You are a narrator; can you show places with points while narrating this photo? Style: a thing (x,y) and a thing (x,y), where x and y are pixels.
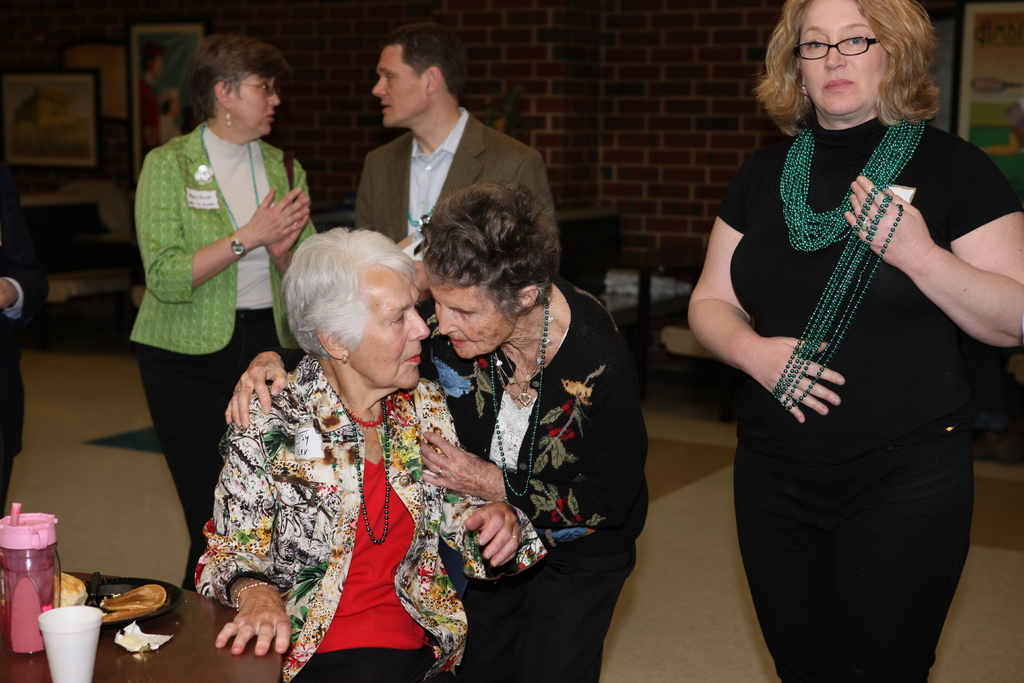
In the center of the image (402,305) we can see women (388,332) sitting at the table (101,665). On the table (37,659) we can see jar (15,594), glasses (85,629), plate (108,597) and some food (75,600). In the background (50,149) we can see persons (187,140), photo frames (26,161) and wall (943,99). On the right side of the image (846,638) we can see woman (879,390) and photo frame (993,97).
